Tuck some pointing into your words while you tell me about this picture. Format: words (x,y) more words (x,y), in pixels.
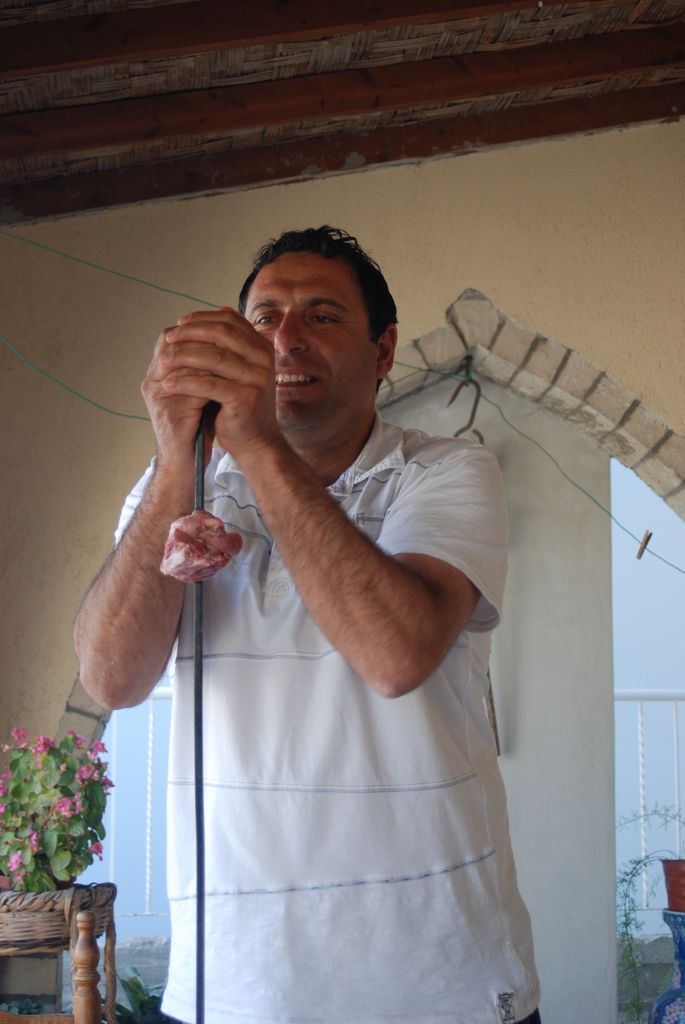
In this image we can see this person (245,773) wearing white color T-shirt (397,770) is holding some object (198,445) in his hands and standing here. In the background (99,937), we can see the flower pots (38,947), pillar (572,706), arch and the steel railing (663,692).
